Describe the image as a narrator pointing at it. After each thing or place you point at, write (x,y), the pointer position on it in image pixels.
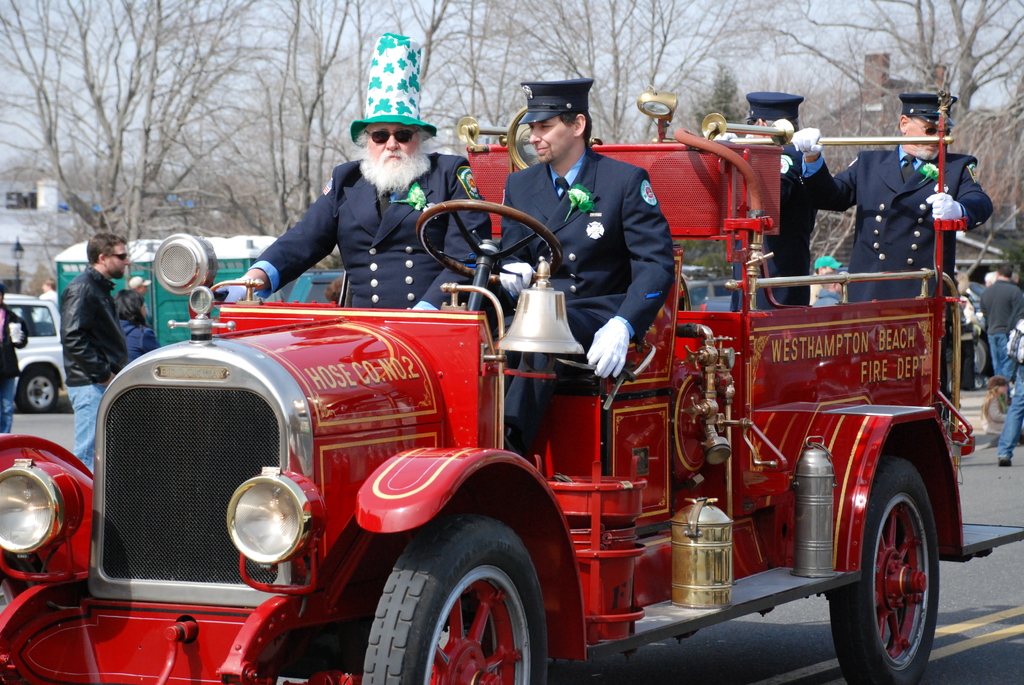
As we can see in the image there are few people (898,216), vehicles (162,417), building (19,219), street lamp (19,271) and trees (172,130). At the top (478,15) there is sky (465,13).
